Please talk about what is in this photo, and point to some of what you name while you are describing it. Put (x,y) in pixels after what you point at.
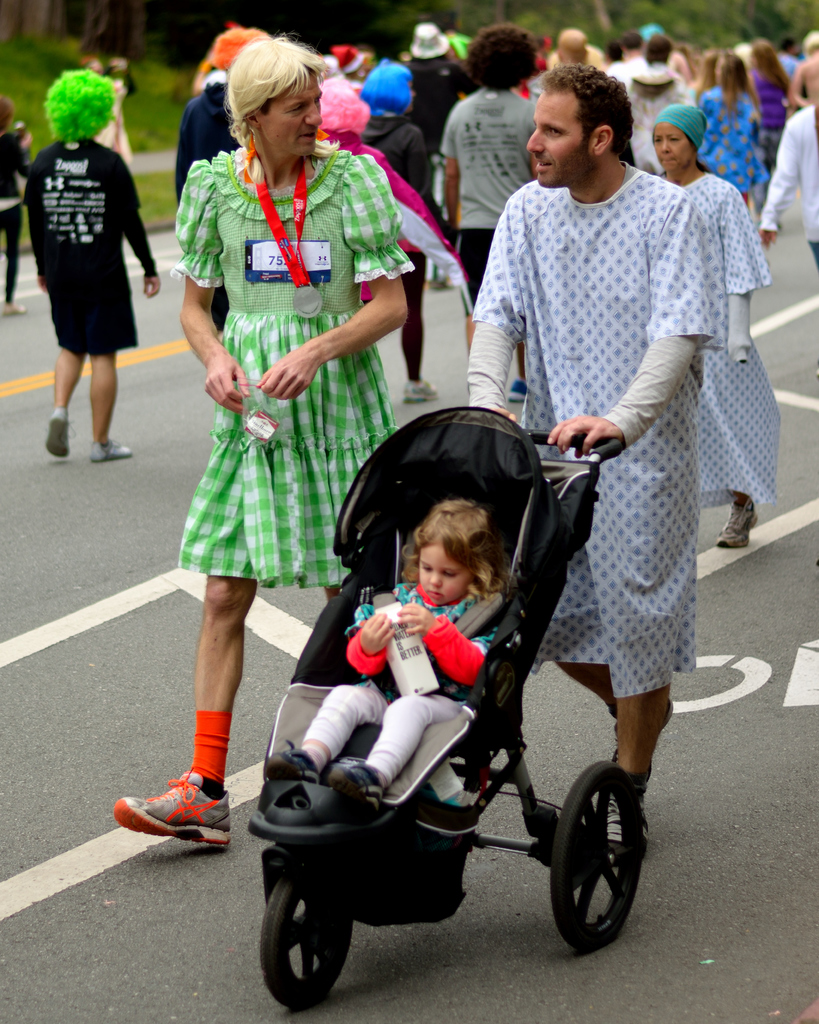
Here we can see group of people (432,98) on the road (807,367) and there is a baby (311,742) in the stroller (476,787). In the background (143,149) we can see grass (144,104) and trees (716,20).
